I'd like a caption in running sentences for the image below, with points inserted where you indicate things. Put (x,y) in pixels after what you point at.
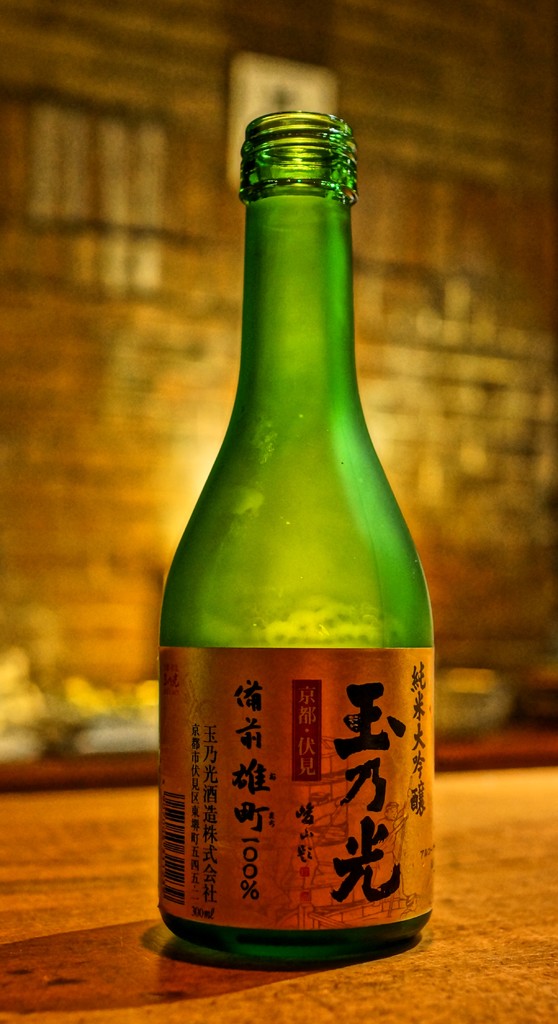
In this picture i could see green colored glass bottle (269,496) and labeled in Japanese language. It is placed on the table (63,875) a wooden table (498,806). In the background (443,287) i could see a brick wall (60,206) it is brown in color.
